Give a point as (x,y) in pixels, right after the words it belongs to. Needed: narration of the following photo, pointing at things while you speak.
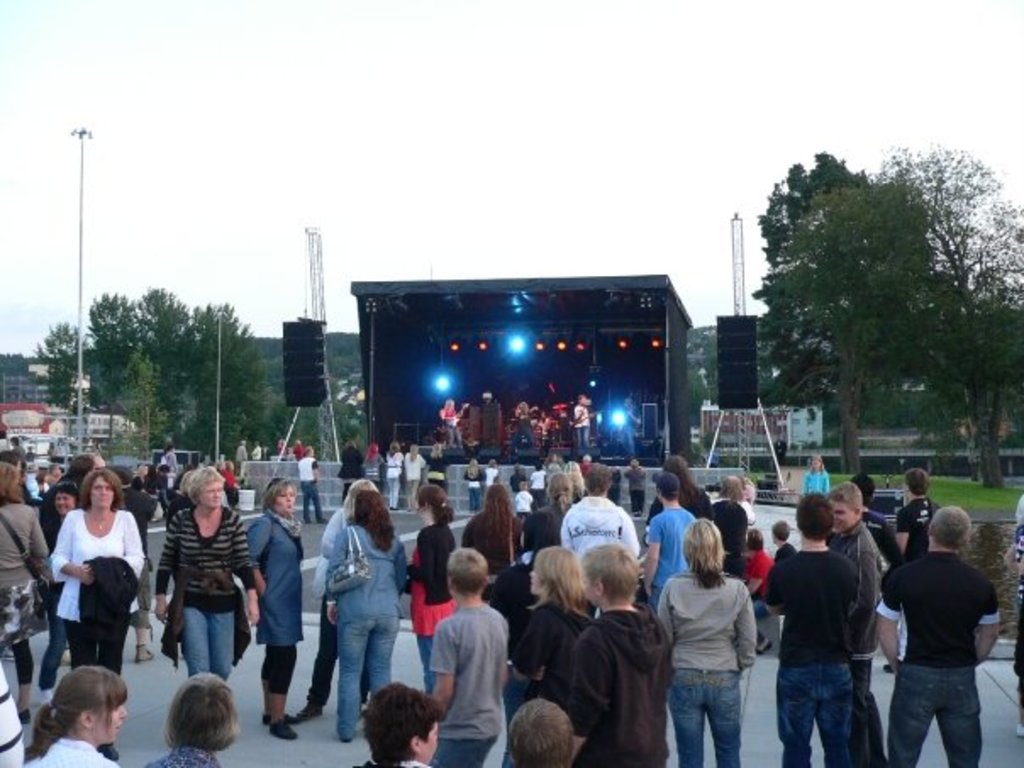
On the left side (133,596) 2 women (120,551) are walking, here many people (576,608) are standing and observing at this. In the middle (675,443) there is a stage (461,454), few people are performing the different actions. At the top (603,82) it is the sky (590,124).
